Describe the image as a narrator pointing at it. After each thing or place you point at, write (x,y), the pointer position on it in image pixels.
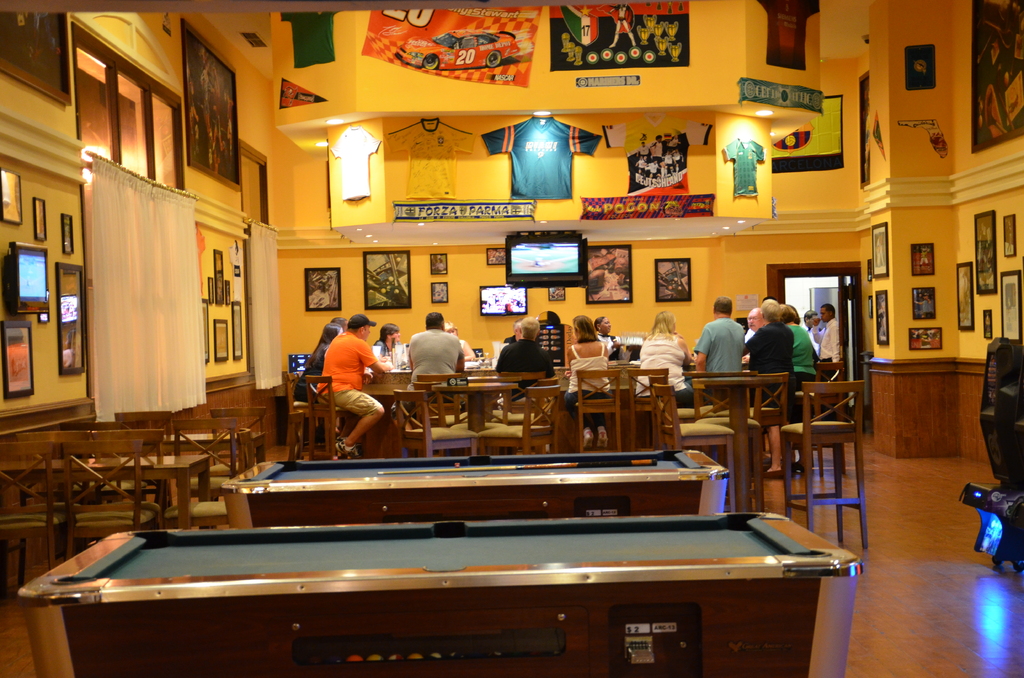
In this image I can see few chairs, tables (166,469), lights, door (846,304), few frames (439,290), shirts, banners (488,41) attached to the yellow wall (459,283). Few people (796,374) are sitting on chairs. In front (369,601) I can see few boards (396,510).
